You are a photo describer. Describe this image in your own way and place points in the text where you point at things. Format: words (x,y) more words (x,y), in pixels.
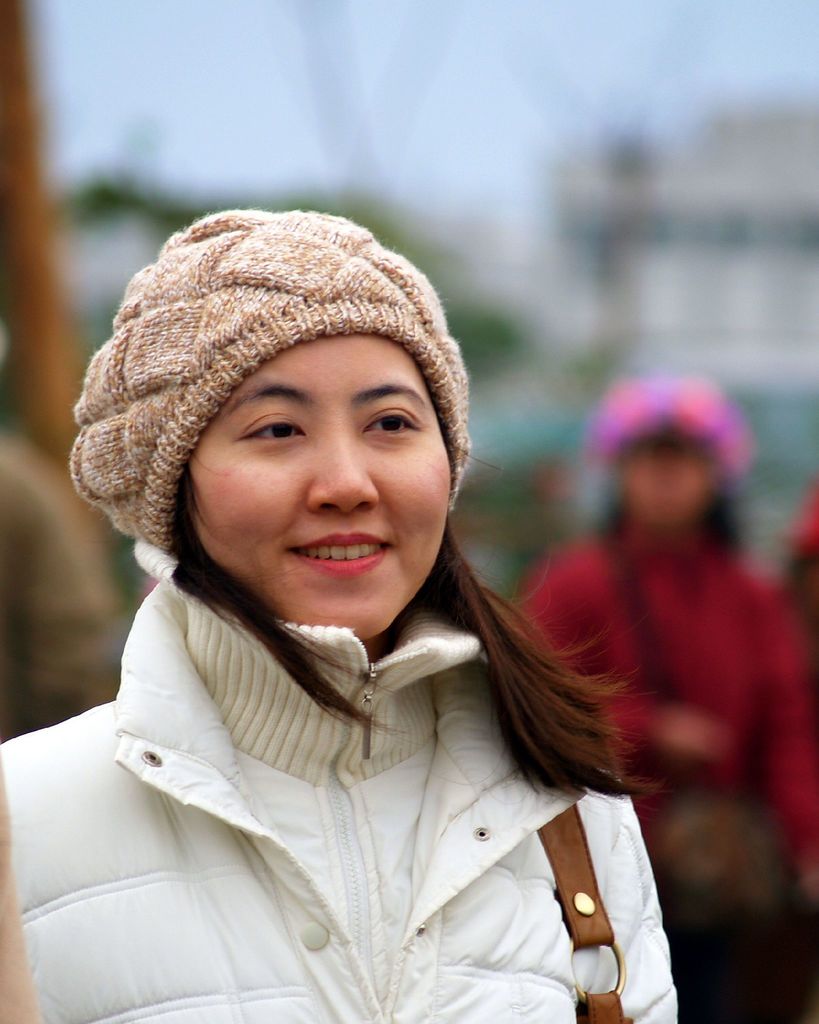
In the image we can see a woman (370,275) standing and smiling. Behind her few people (789,834) are standing. Background of the image (25,15) is blur.
